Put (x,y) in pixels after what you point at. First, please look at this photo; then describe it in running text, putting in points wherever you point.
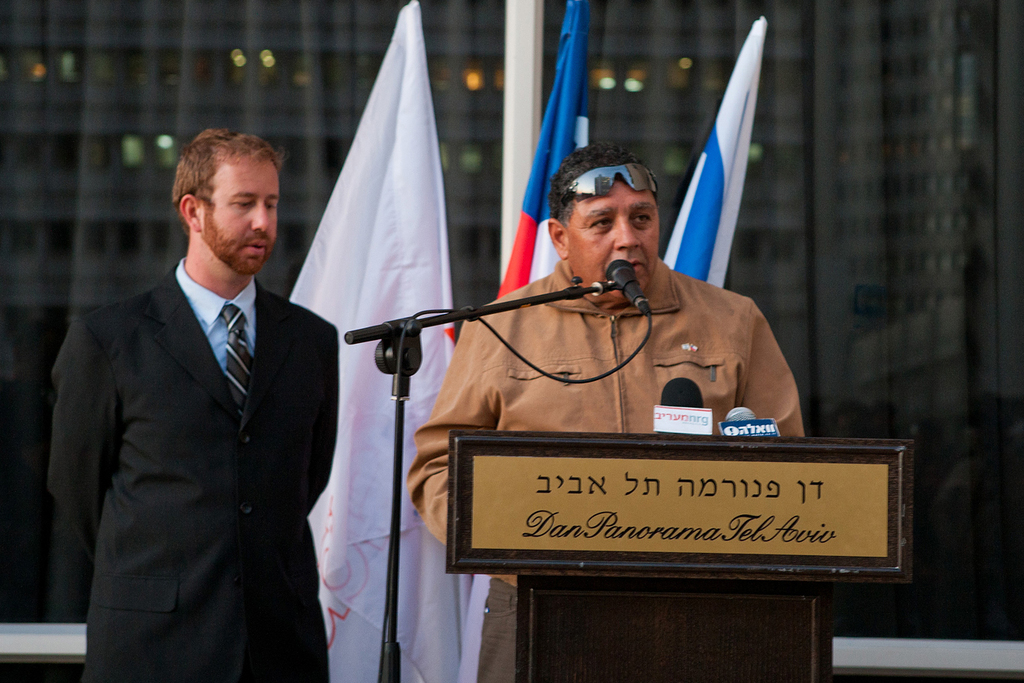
In this picture we can see there are two men (606,249) standing. In front of the man (654,353) there is a podium (677,468). On the podium (689,476) there is a nameplate (689,476) and microphones (688,410). On the left side of the podium (578,444) there is a stand (402,372) with a microphone (635,302). Behind the men (524,323) there are flags (359,414), a building (486,148) and an object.
